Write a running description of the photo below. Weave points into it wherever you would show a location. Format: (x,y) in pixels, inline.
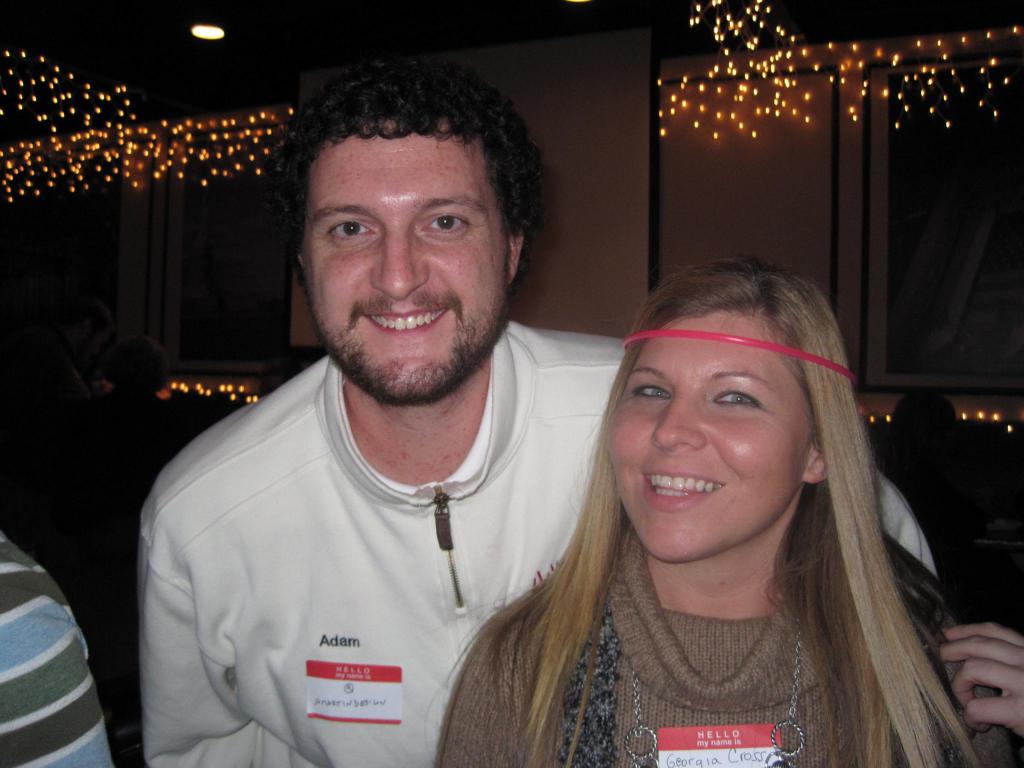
In this image there is a woman (749,514) towards the bottom of the image (764,520), there is a man (555,364) towards the bottom of the image (466,540), there is a wall (757,229), there are lights (99,108), there is roof (445,40) towards the top of the image (278,27), there are objects (32,348) behind the man (462,287), there is an object (52,654) towards the left of the image (57,643).
